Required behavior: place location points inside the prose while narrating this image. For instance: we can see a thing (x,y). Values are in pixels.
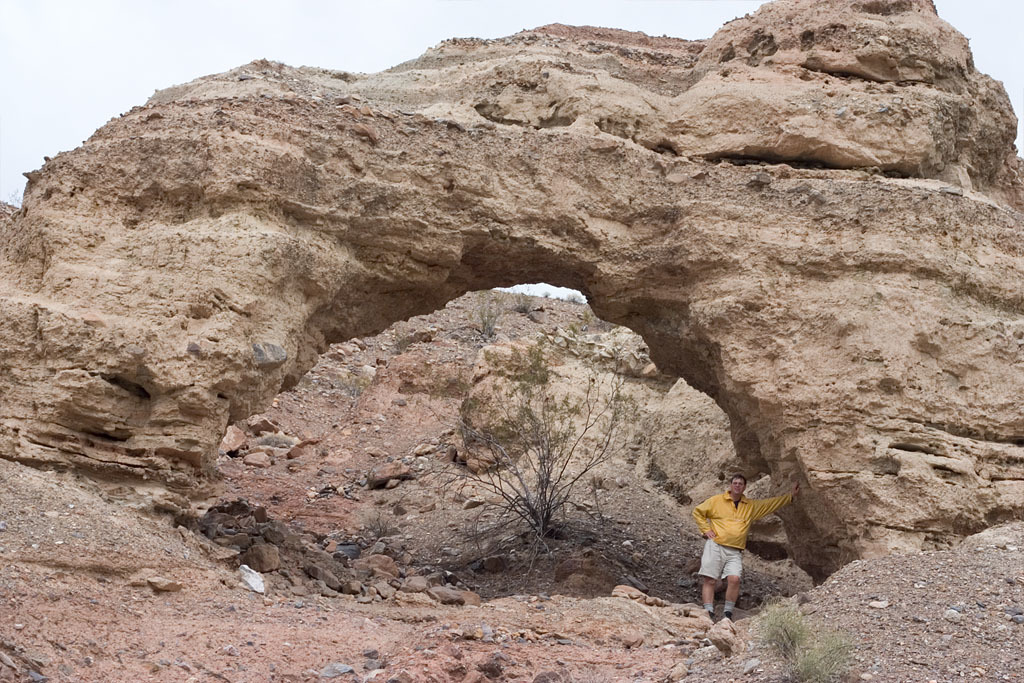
In this image I can see a person (732,543) wearing yellow and white colored dress (728,544) is standing on the rock surface (724,620). I can see few plants (822,670) and a rocky mountain (463,374). In the background (695,33) I can see the sky (190,70).
